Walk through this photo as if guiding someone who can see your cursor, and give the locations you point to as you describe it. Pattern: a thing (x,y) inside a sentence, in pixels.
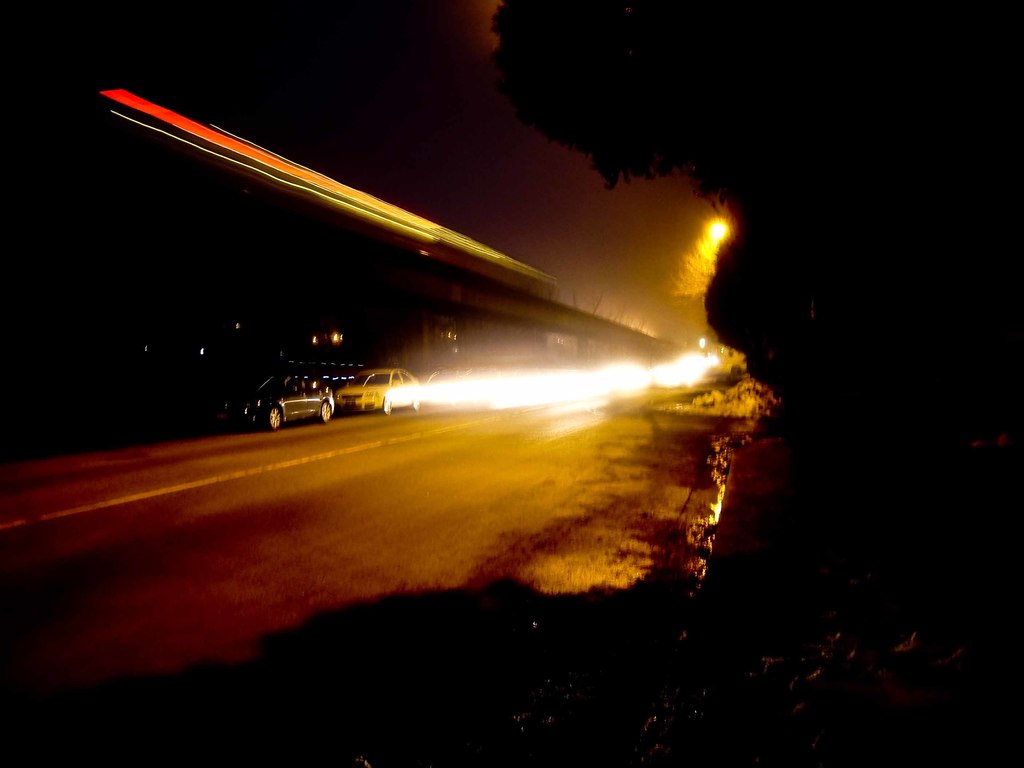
In this image I can see the dark picture in which I can see few trees (782,243), the road (409,508), few vehicles (374,375) on the road (468,430), a bridge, few lights (228,160) and the dark sky (385,108) in the background (404,112).
